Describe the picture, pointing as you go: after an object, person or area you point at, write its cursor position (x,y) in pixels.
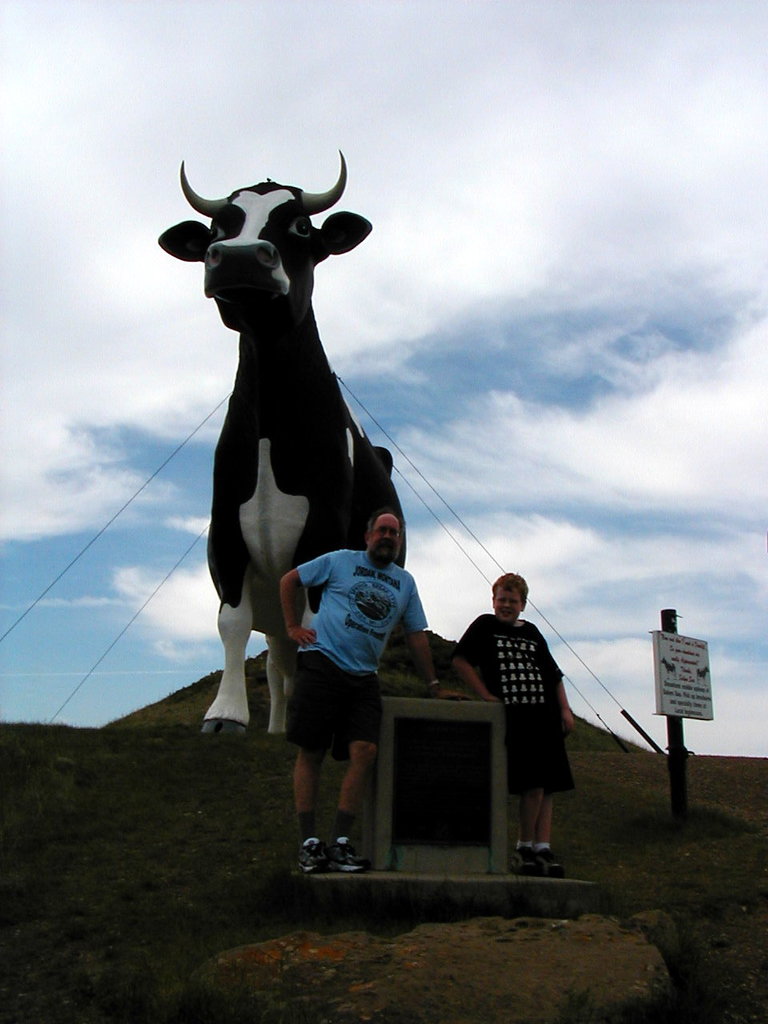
In this picture we can see two persons (411,579) standing, board (664,649), pole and an animal statue (304,558) and in the background (71,458) we can see the sky (634,267) with clouds (196,528).
